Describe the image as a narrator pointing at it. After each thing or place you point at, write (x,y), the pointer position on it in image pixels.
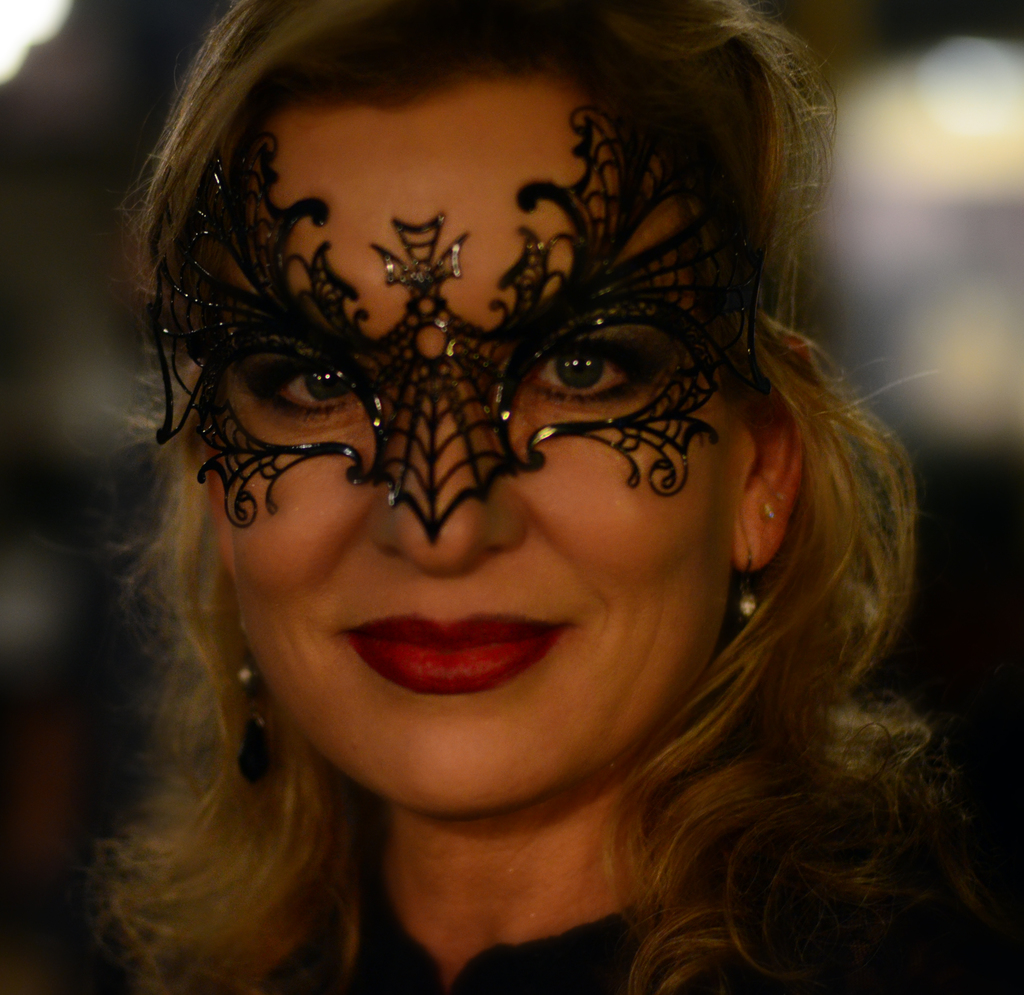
In this image we can see a lady (556,267). On the face (244,416) of the lady (248,402) we can see a mask (277,449). The background of the image (79,50) is blurred.
